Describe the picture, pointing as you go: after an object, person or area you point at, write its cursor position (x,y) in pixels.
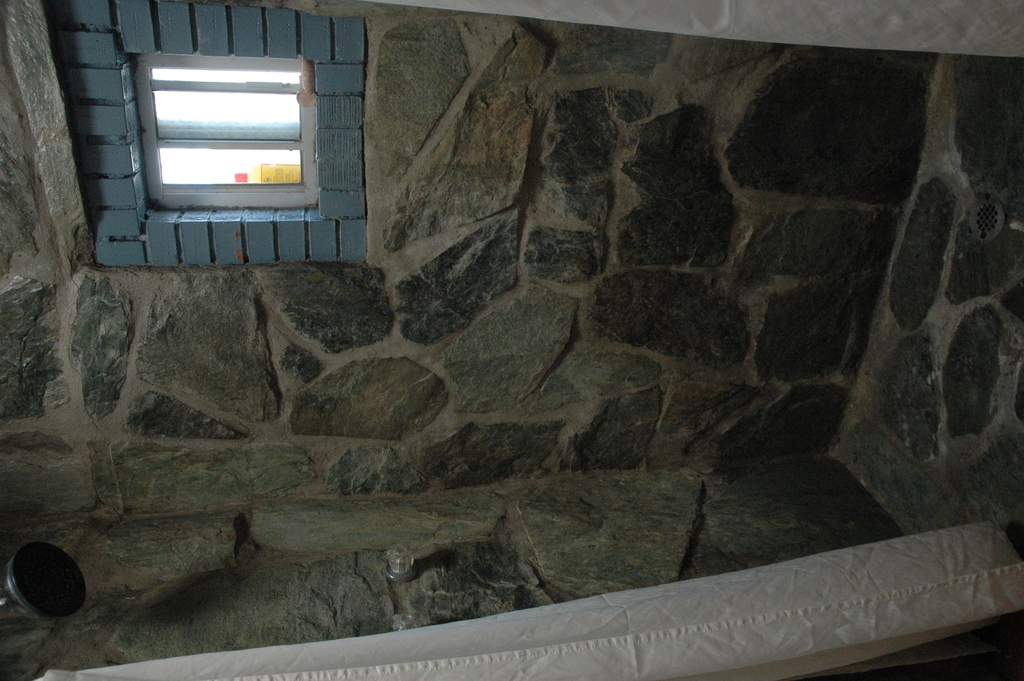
In this picture we can see a wall (253,582) with a window (250,155). On the left side of the image (43,574) there is an object (31,579). At the top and bottom of the image (554,637), there are curtains (555,634).
